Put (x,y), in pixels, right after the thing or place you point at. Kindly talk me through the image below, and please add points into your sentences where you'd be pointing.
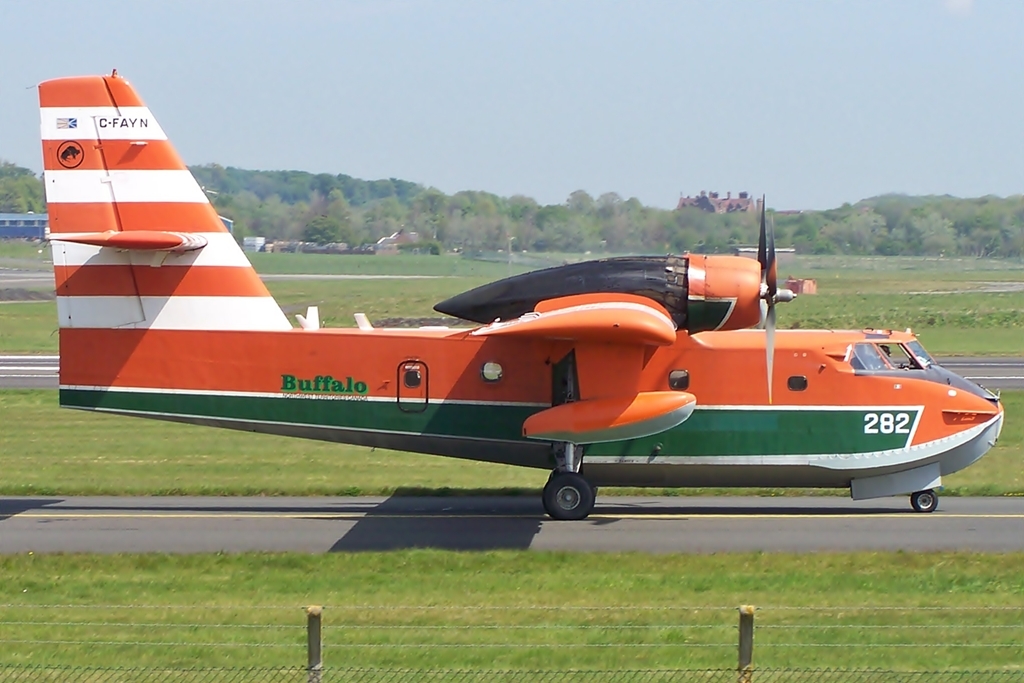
In this image there is an airplane (435,438) on the road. People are in the air plane (869,363). Left side there are buildings (396,253). Background (883,226) there are trees (981,226). Top of the image (632,110) there is sky (691,99).
